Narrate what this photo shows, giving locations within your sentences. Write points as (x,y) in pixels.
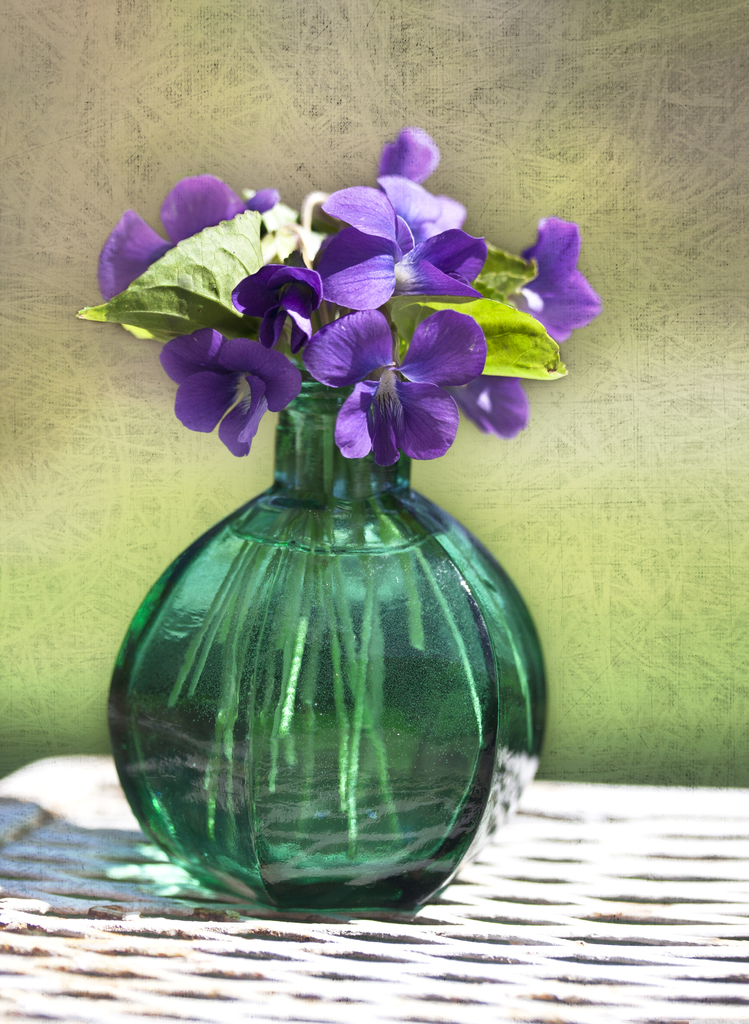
In this there is a flower pot (329,589) with water (433,634) and flowers (362,427).
